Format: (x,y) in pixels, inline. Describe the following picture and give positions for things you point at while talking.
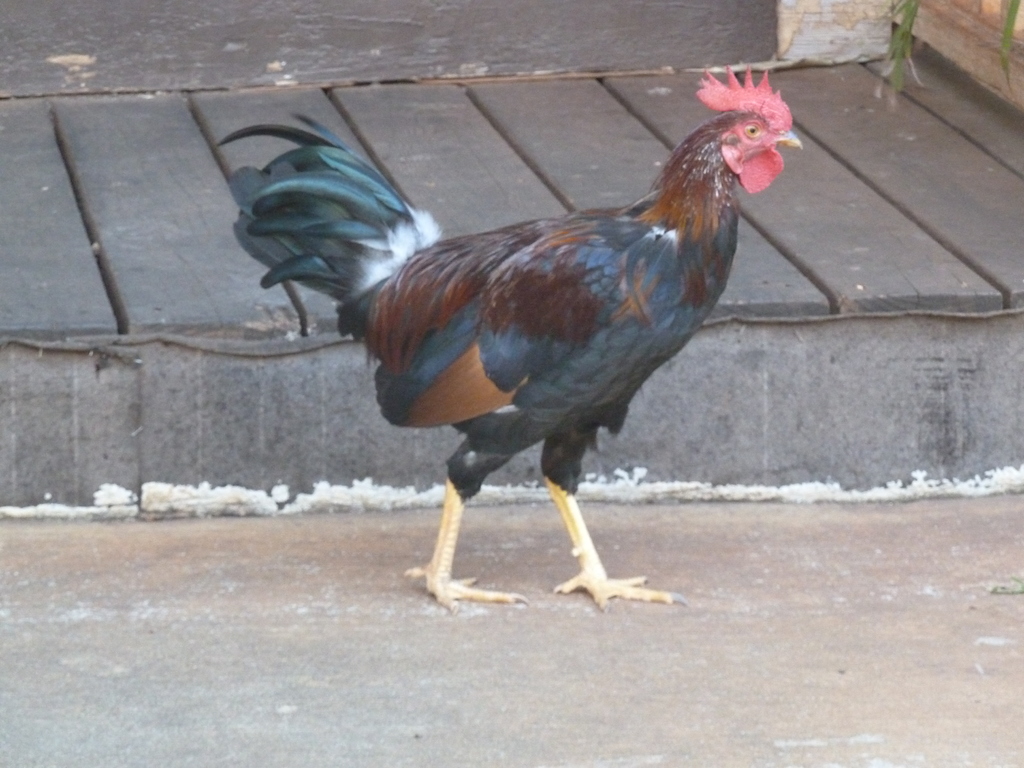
In this picture we can see a rooster (533,410) in the front (582,275), in the background (754,208) there are some wooden planks (140,148), we can see leaves (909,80) of a plant (904,38) at the right top of the picture (910,28).
